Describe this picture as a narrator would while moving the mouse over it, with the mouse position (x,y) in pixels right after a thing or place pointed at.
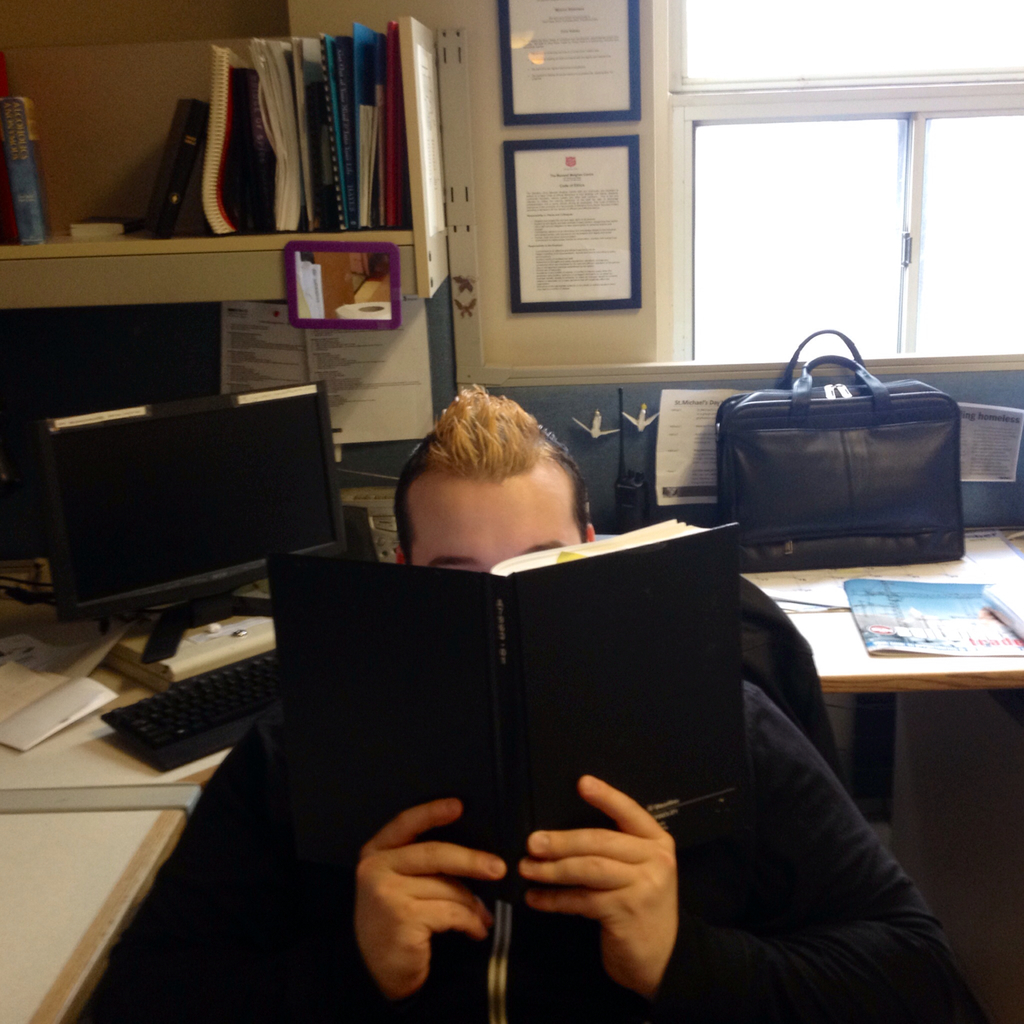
There is a man (726,920) who is holding a book (619,659) with his hands (610,902). This is table (55,841). On the table (40,631) there is a monitor (202,553), keyboard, bag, and papers (911,615). This is rack (121,108) and there are some books (238,140). Here we can see a window (702,264) and these are the frames (589,235).
